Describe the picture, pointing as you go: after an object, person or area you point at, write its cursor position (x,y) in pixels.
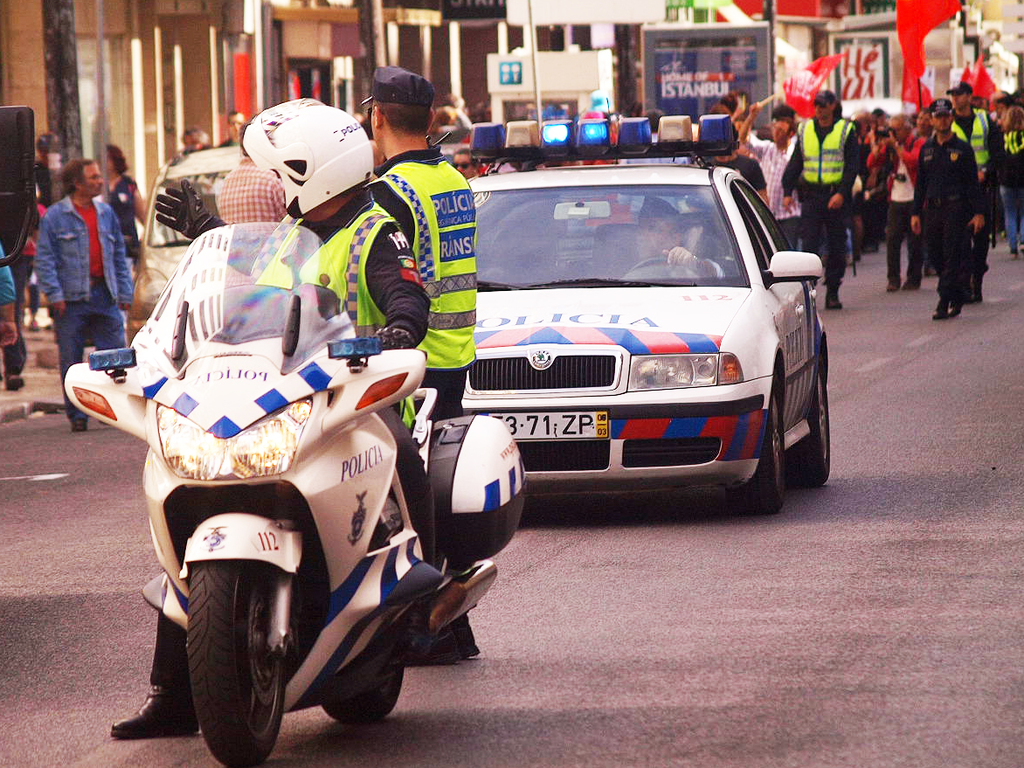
There is a police (379,294) sitting on a bike (339,431) and there is a police car (572,278) behind him and there are group of people (775,118) in the background (808,127).
